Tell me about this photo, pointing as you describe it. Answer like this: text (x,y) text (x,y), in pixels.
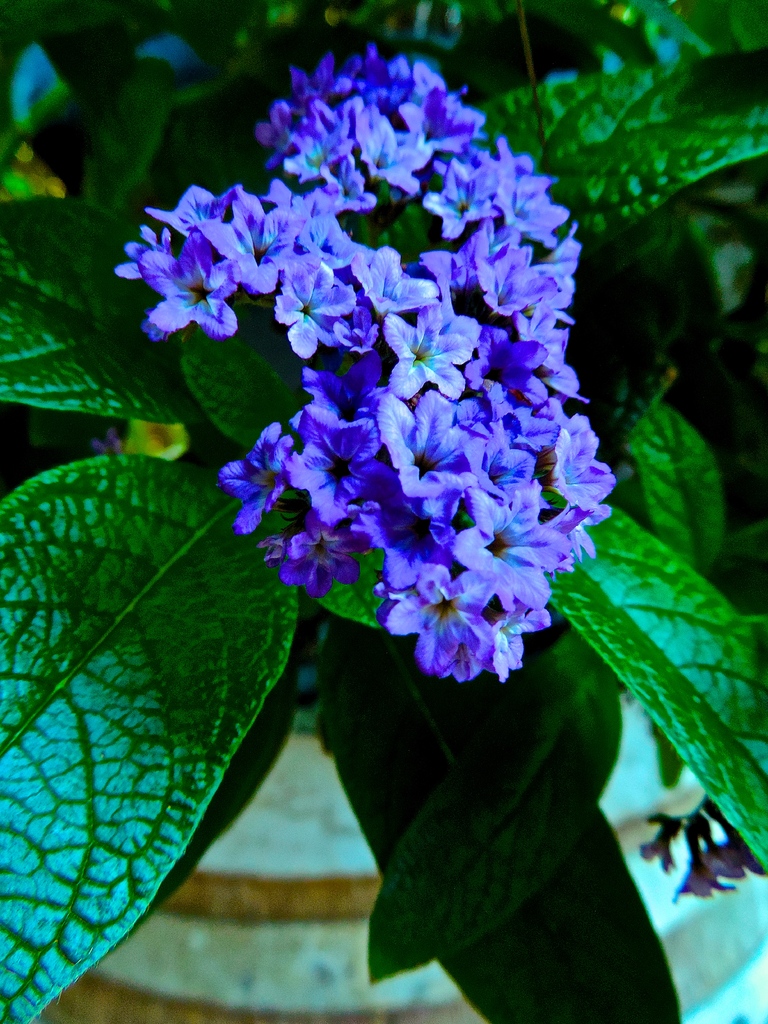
In this image there is a plant (199,527) having flowers (454,479) and leaves (585,576). Background there is a pot (335,909).
